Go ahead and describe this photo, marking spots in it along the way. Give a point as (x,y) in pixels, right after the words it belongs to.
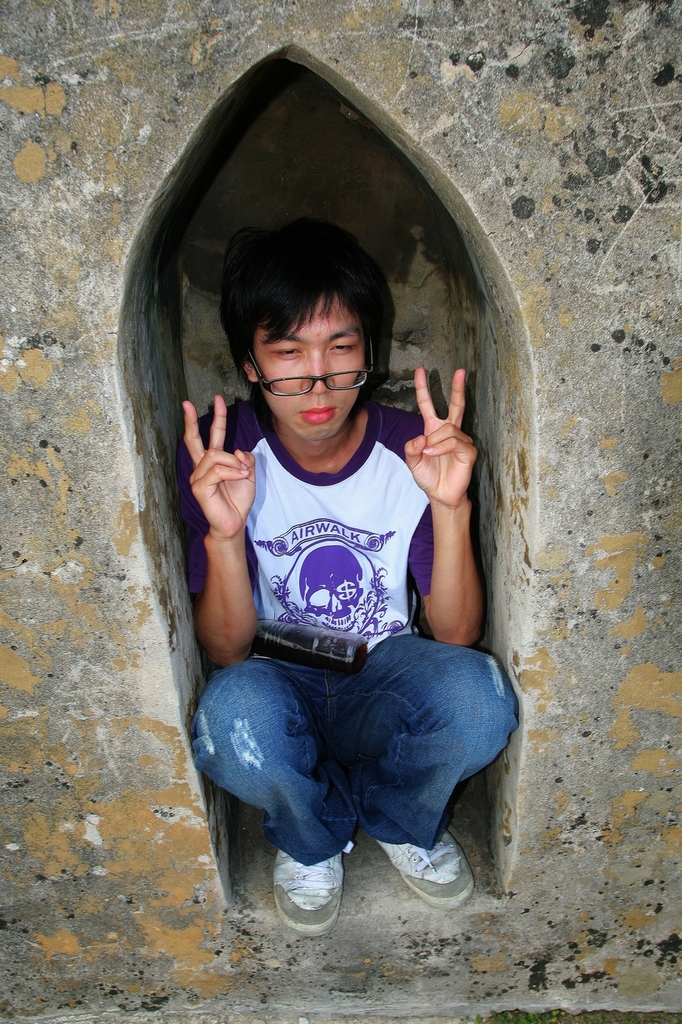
In this picture we can see a person (405,627) and walls (550,613).
